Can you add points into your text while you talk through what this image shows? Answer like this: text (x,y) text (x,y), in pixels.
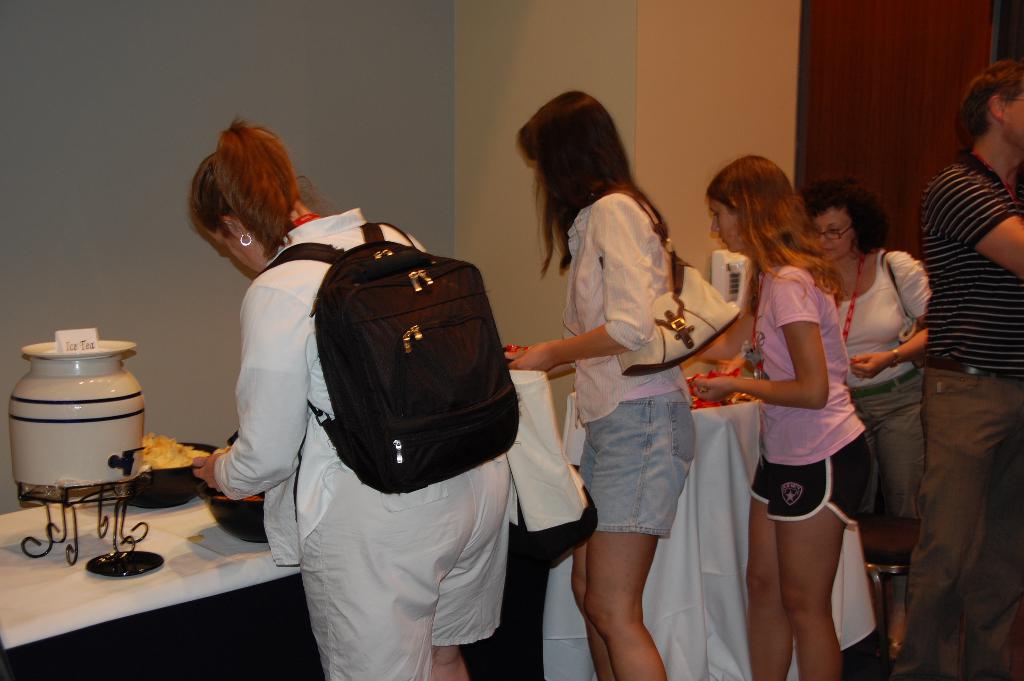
In the image there are few women (677,387) standing in front of table (261,550) with food bowls (227,526) on it with a jar (50,395), in the back (149,365) there is wall (314,60), on the right side (962,205) there is a man (964,277) standing.
